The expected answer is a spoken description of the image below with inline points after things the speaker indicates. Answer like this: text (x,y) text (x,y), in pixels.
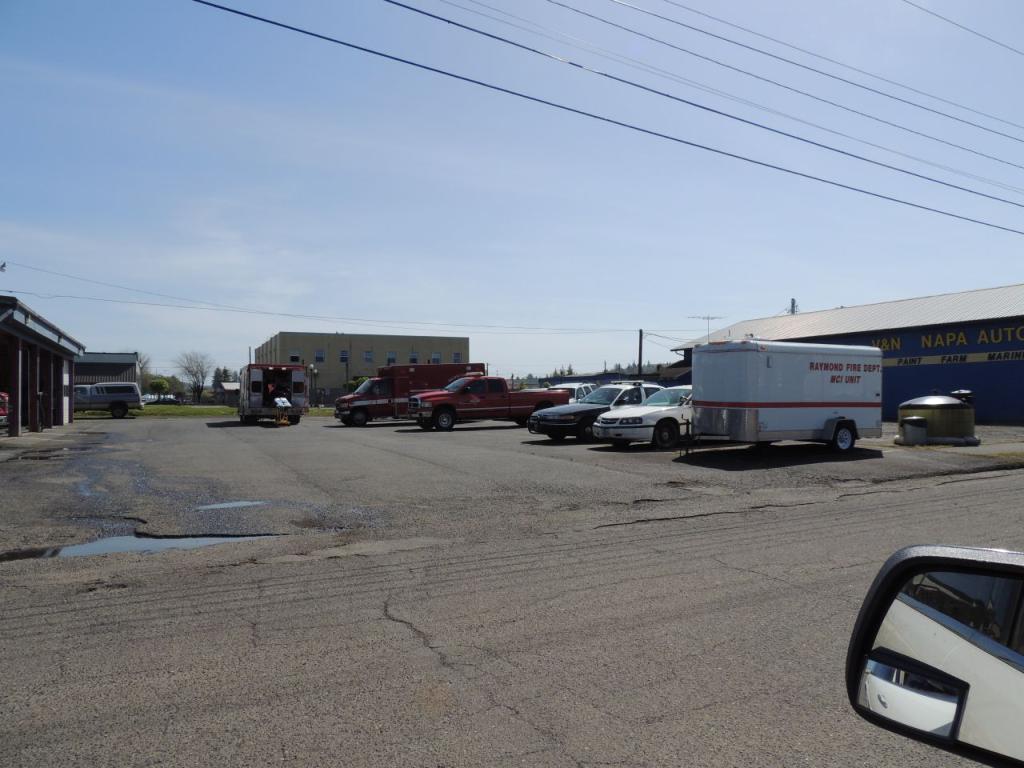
Here in this picture we can see number of cars (577,426), trucks (268,410) and vans (260,397) present on the road (695,482) over there and we can also see buildings (373,358) and stores (979,345) here and there and we can see trees (206,368) and plants (181,388) in the far and we can also see electric poles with wires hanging on it over there and we can also see clouds (246,274) in the sky (481,306).
